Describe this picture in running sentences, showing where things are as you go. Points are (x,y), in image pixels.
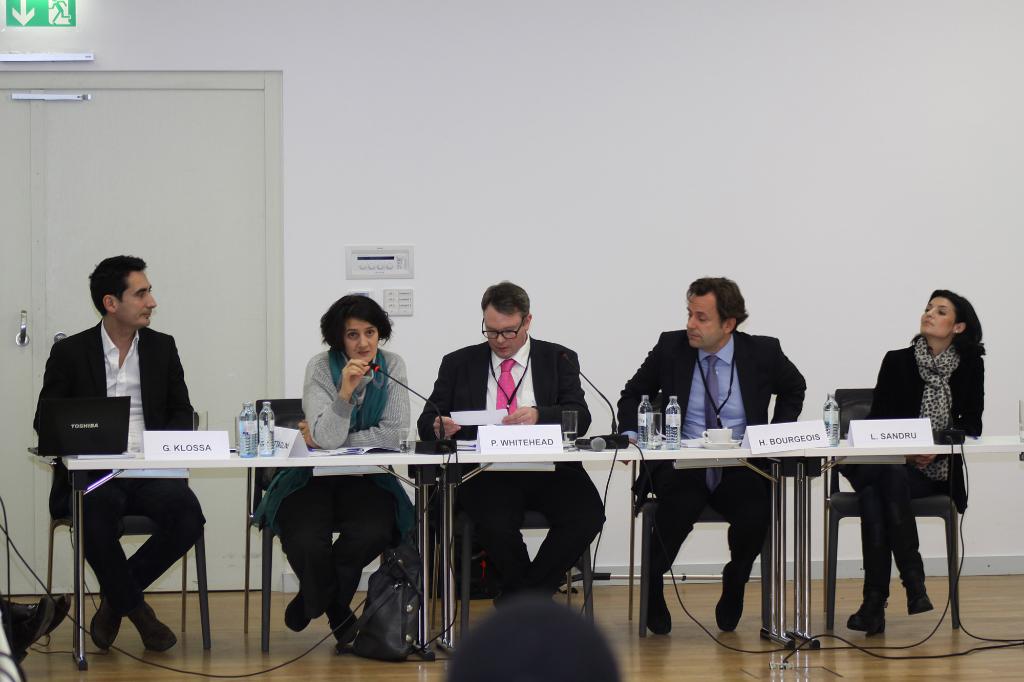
In this image I can see in the middle (401,364) a woman (366,415) is sitting on the chair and speaking into microphone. Beside her few people (528,389) are sitting, they are wearing black color coats (464,437). In the middle (649,426) there are water bottles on this table (570,455). On the left side (245,152) there's the door (236,157).
